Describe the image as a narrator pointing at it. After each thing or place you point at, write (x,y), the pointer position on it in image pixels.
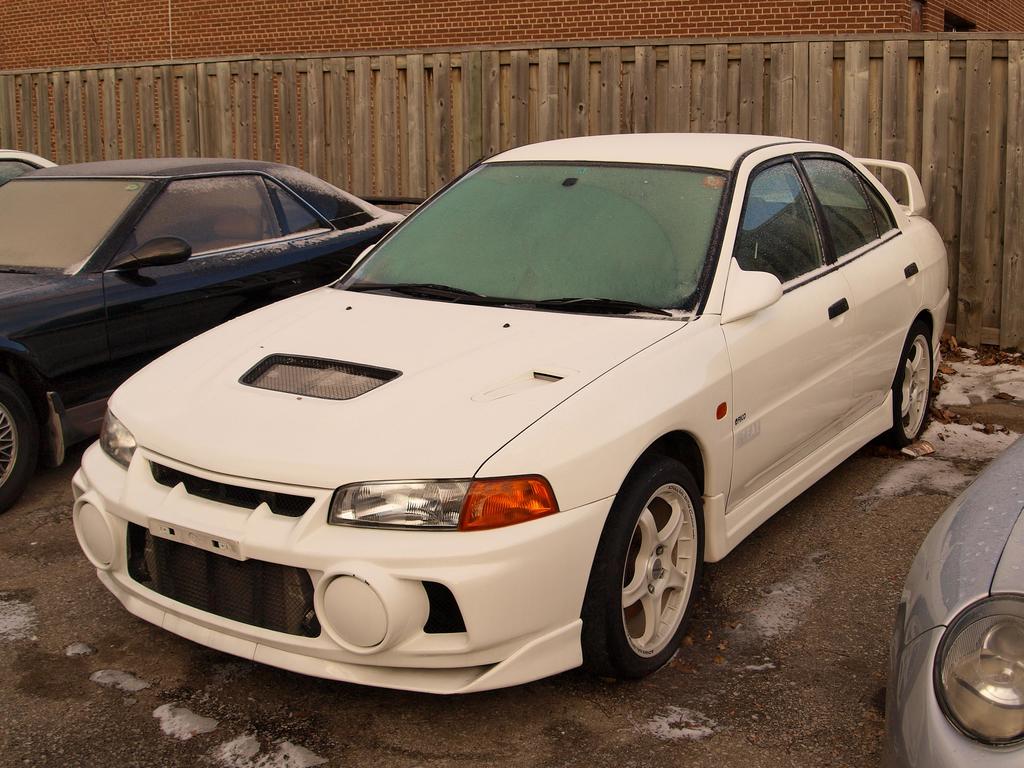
In this picture we can see cars (657,514) parked here, in the background (407,35) there is a brick wall (419,44), we can see fencing (756,87) here.
